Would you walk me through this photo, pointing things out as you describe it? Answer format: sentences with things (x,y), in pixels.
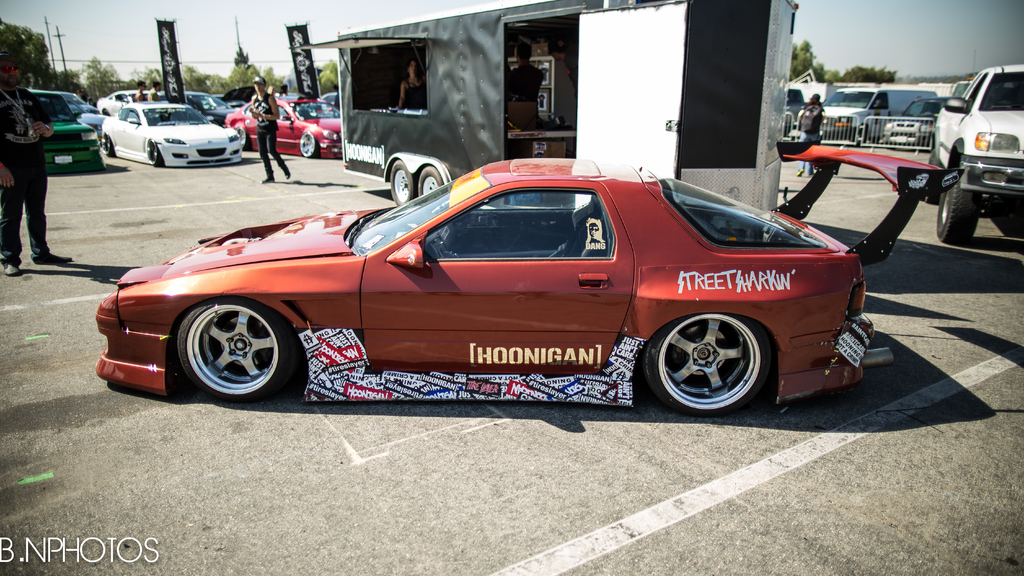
In this image we can see some vehicles (896,105), some barriers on the floor (832,195), some people (818,132) are walking, one person (257,122) wearing backpack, two persons (402,91) in the vehicle (469,84), two banners (306,60) with text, three poles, some text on the two vehicles (422,137) in the middle of the image (502,350), one person (33,131) holding objects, some objects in the vehicle (387,91) in the middle of the image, some trees (88,74) in the background (73,71) and at the top (946,4) there is the sky (63,6).
